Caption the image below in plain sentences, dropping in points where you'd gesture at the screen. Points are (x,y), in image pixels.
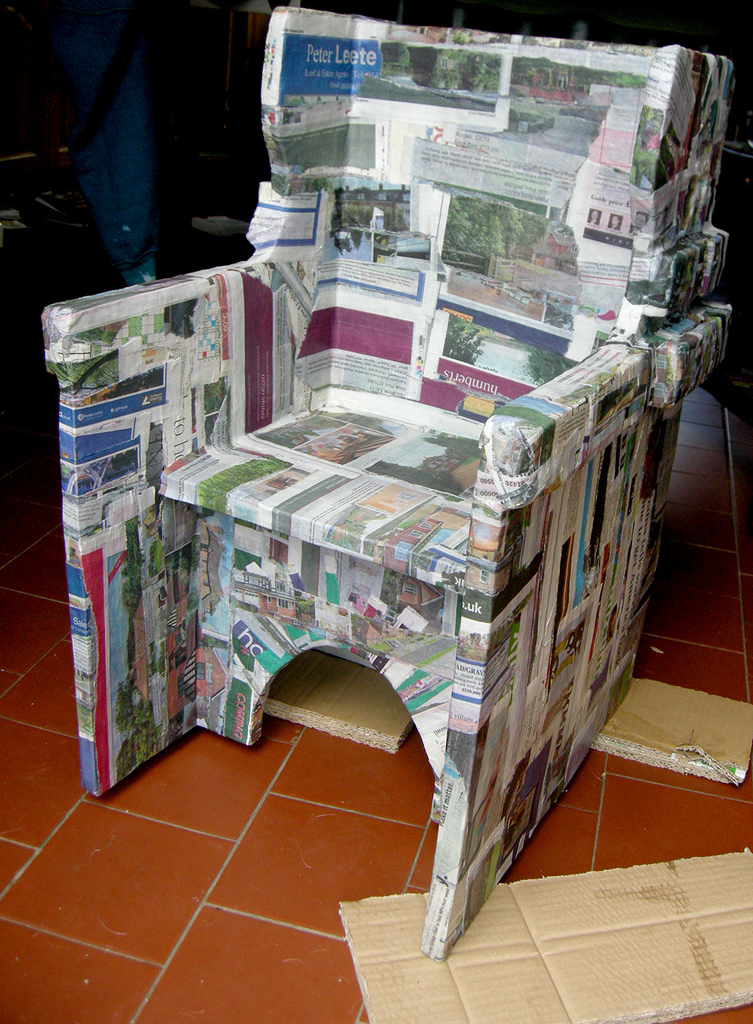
In this image there is tiled floor (328,891). There is a chair (328,626), a newspaper (428,464) is pasted into it. There are cardboard pieces (502,920) at the bottom (374,701).
